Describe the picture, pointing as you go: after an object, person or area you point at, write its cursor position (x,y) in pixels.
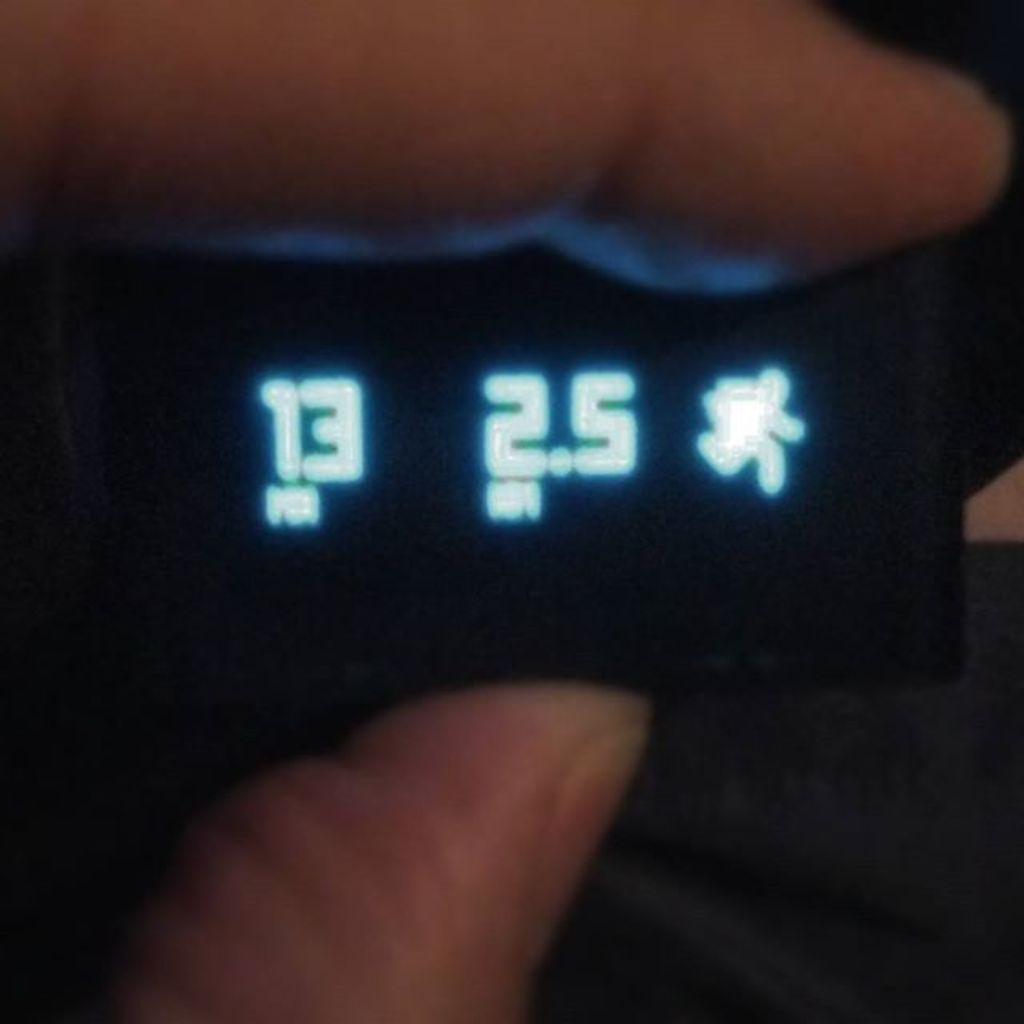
In the image I can see a person's fingers (510,737) are holding an object (522,557). On the screen (476,471) of an object (403,471) I can see numbers (288,467) and some other things (501,499). The image is little bit dark.
